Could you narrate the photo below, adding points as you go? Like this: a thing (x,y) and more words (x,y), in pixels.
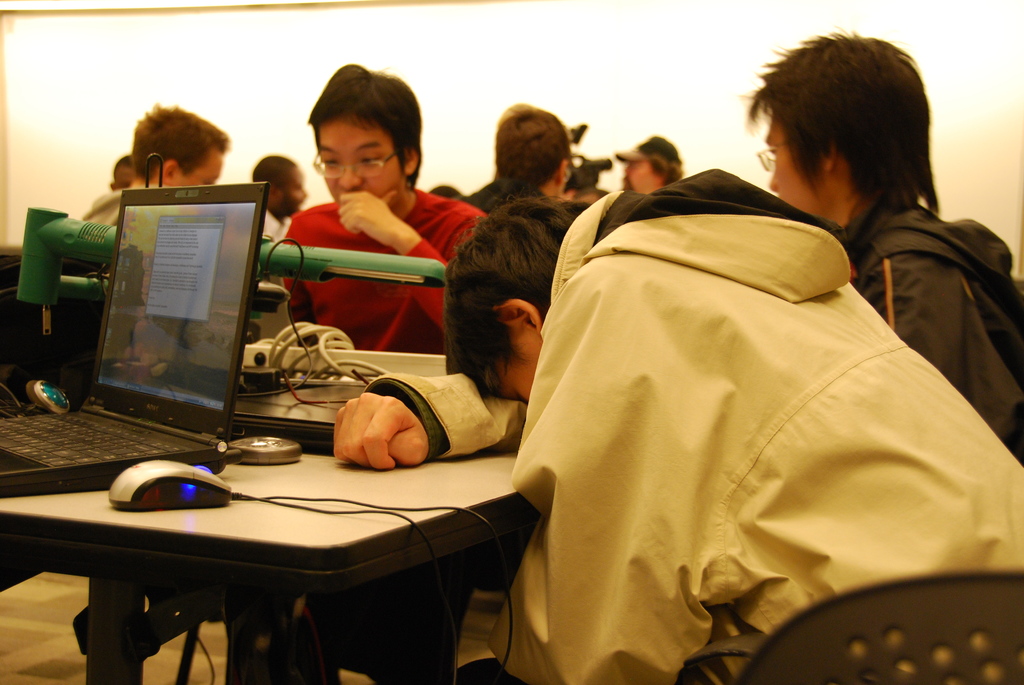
In this image I can see number of people (938,438) are sitting on chairs (876,602). Here on this table (26,504) I can see a mouse (159,490) and a laptop (172,366).
